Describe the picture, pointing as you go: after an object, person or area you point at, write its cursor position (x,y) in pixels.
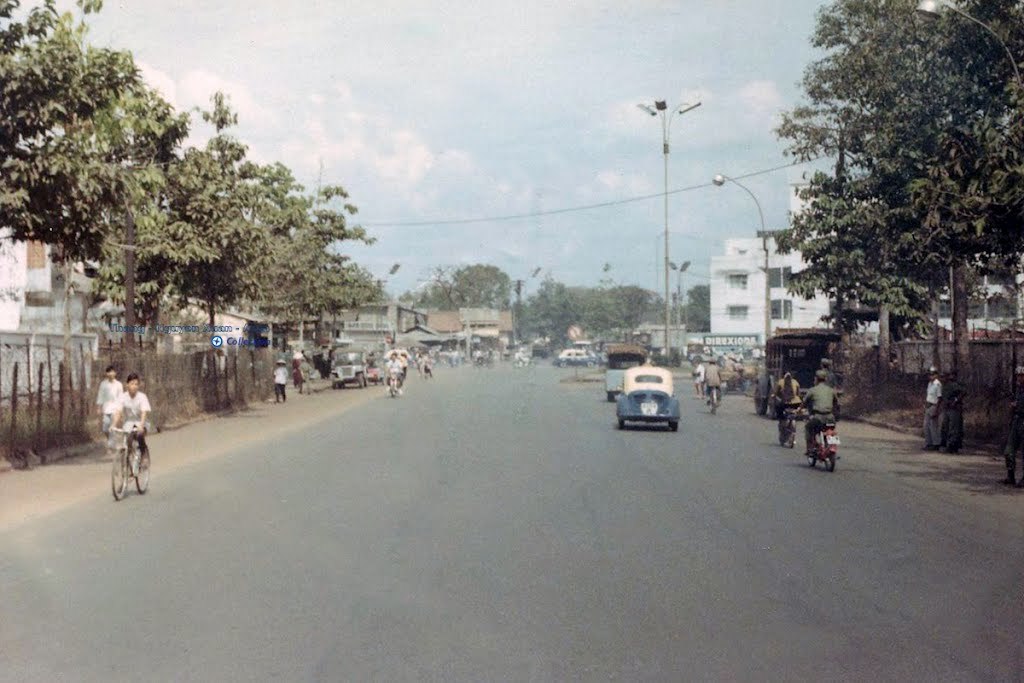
In the image we can see there are cars (624,382) parked on the road (413,457) and there are bikes (779,436) and bicycle (111,468) on which people (398,388) are sitting. There are trees (312,265) on both the sides and there are buildings (383,346). There are street light poles (766,328) on the road (793,449) and there is cloudy sky (419,136) on the top (438,131).
